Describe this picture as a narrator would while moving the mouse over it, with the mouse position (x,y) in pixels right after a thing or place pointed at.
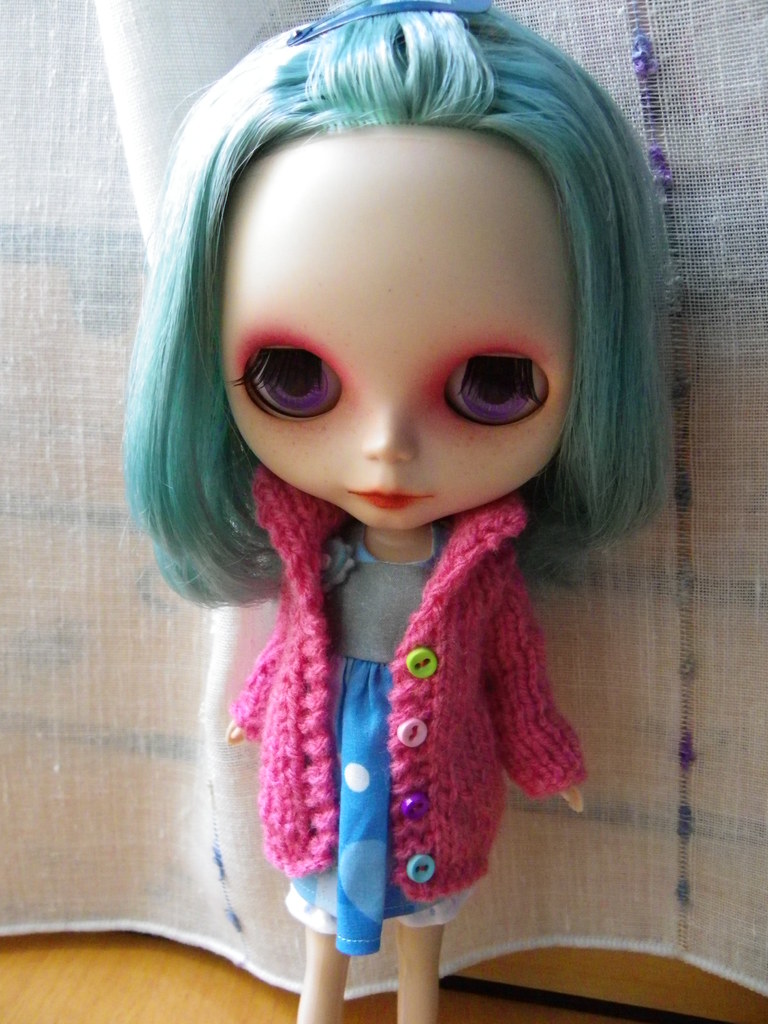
In this image, we can see a doll (370,667). At the bottom of the image (74,981), we can see a wooden surface (186,995) and object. Behind the doll (287,697), there is a curtain (51,645).
